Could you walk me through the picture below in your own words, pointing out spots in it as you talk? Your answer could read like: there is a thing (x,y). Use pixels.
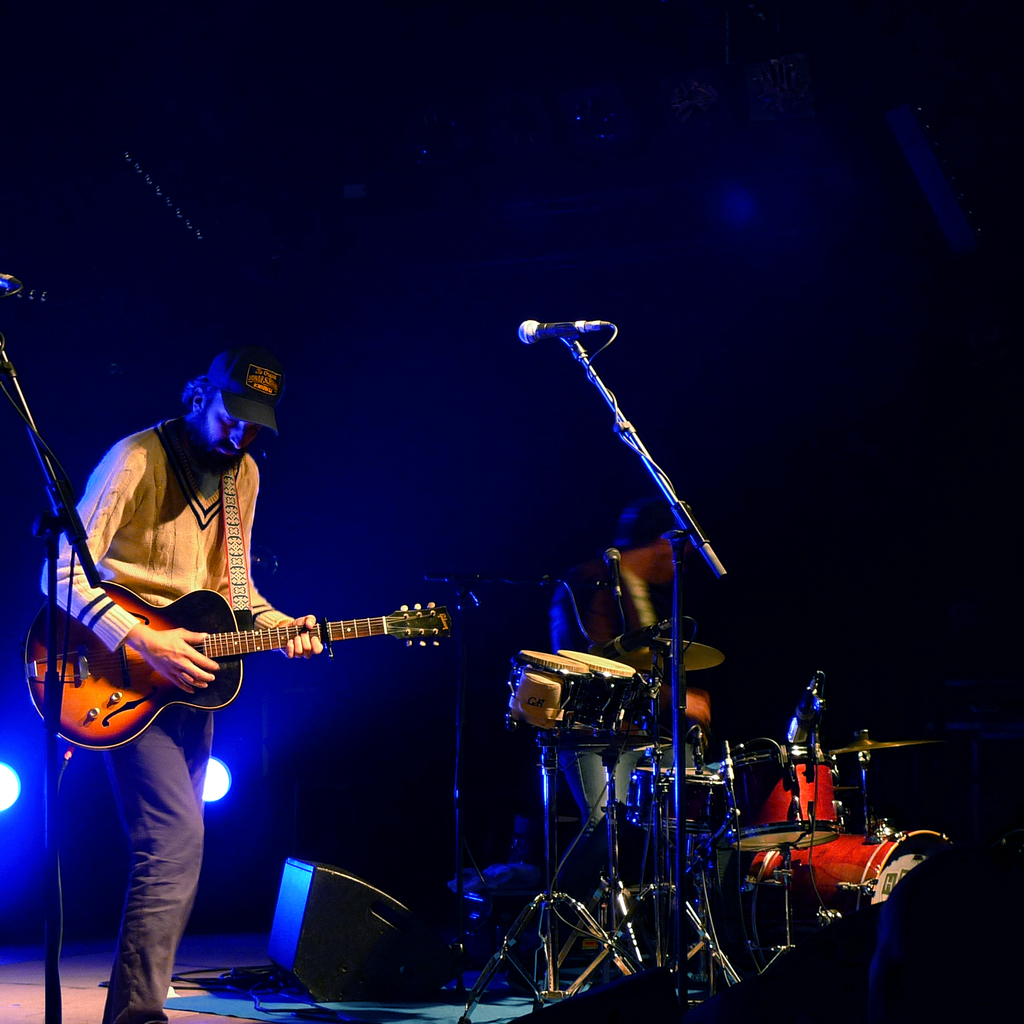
In this picture there are two musicians (158,546) playing a guitar (200,626) and drums (790,938) with mics (526,334) placed in front of them. In the picture there are several musical instruments (787,888) placed and in the background (210,788) we observe two LED lights (221,780).
